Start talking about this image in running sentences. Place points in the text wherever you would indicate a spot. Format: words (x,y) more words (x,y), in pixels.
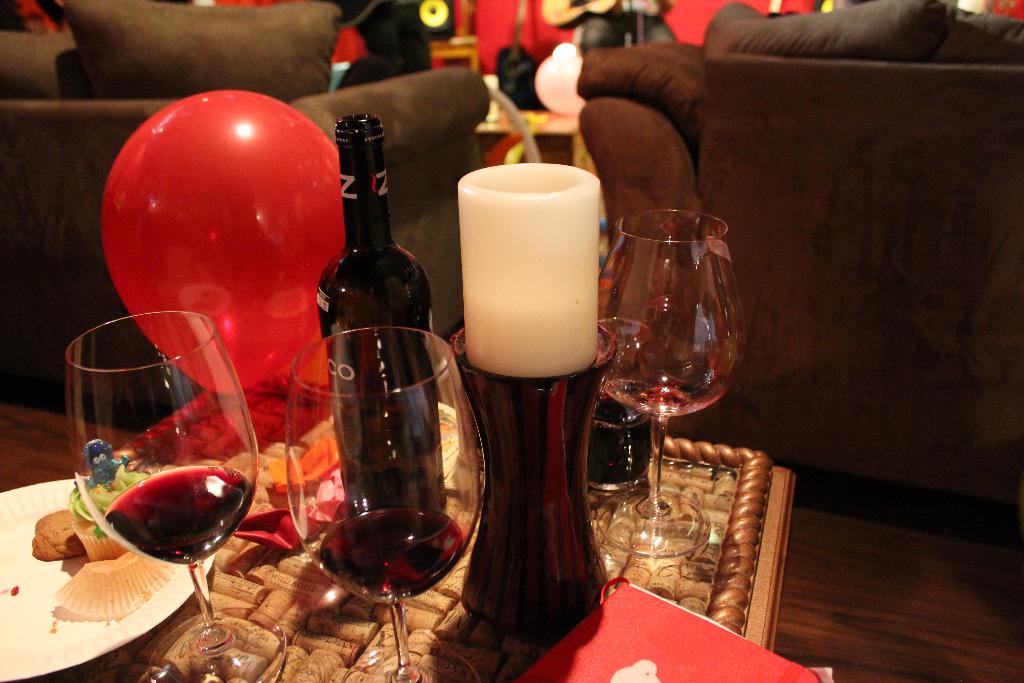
In the given image we can see sofa (836,132). There is a table (714,496) on which wine glass (673,341), candle (560,281) and a balloon (215,214) are kept. This is a plate (44,588) in which food (56,560) is there.
